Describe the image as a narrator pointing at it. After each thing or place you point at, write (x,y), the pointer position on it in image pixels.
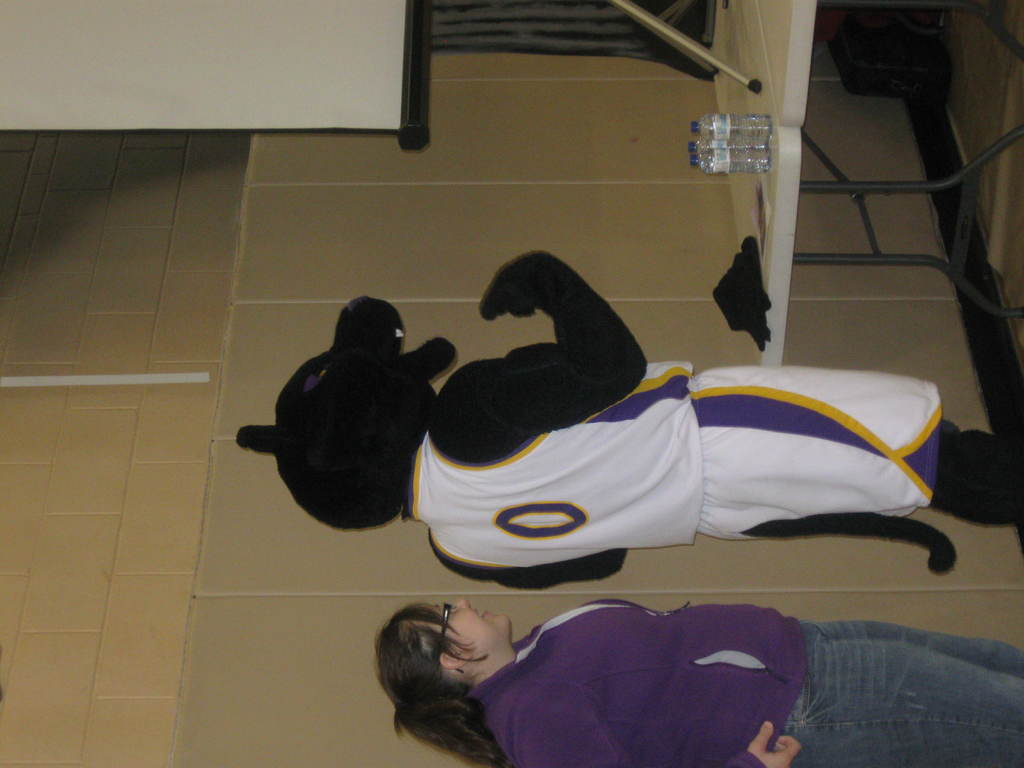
In this image we can see there are two persons (703,626) standing and there is the other person (672,450) wearing a costume (533,409), in front of the persons (549,400) we can see the table (771,113), on the table (758,59) there are bottles (725,128), cloth (723,295) and rods (690,46). And at the bottom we can see the black color object (907,72). And at the back (196,505) we can see the screen (132,76) and the wall (256,564).
